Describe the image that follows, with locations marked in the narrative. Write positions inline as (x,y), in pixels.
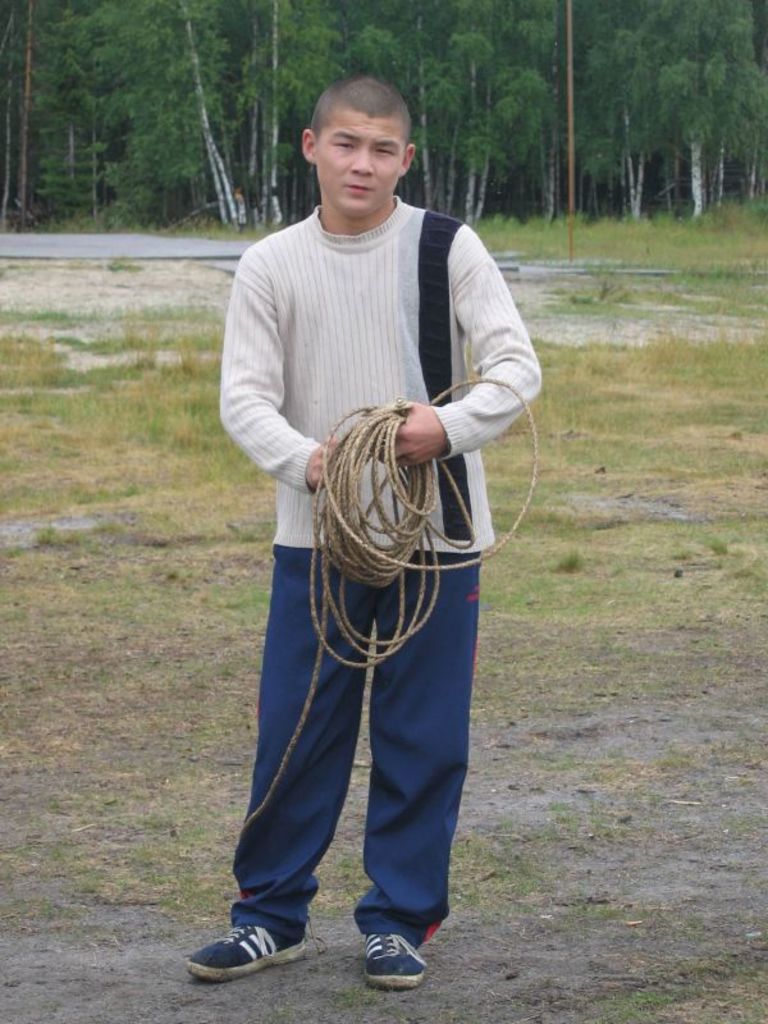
In this image we can see a person (337,314) holding a rope (371,504) and standing on the surface of the grass (601,413). In the background (167,72) there are trees (334,71).
